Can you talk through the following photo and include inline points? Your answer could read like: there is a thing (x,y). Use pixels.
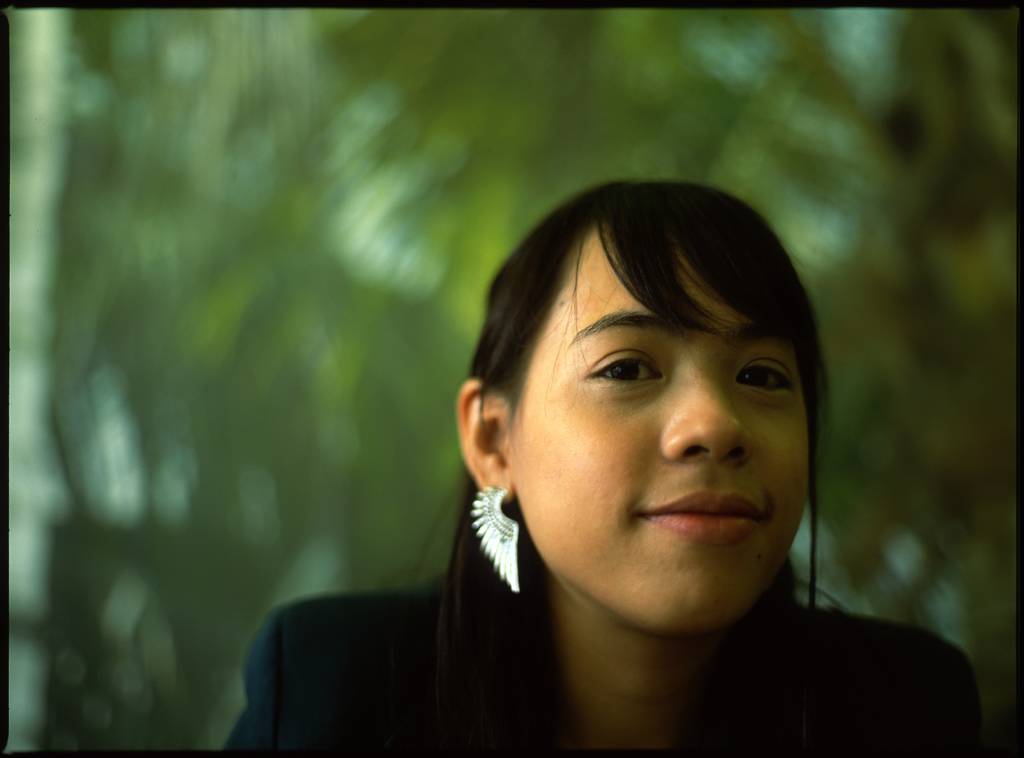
In the image there is a lady (416,610) with earrings (511,559) is smiling. Behind her there is a green color blur image.
